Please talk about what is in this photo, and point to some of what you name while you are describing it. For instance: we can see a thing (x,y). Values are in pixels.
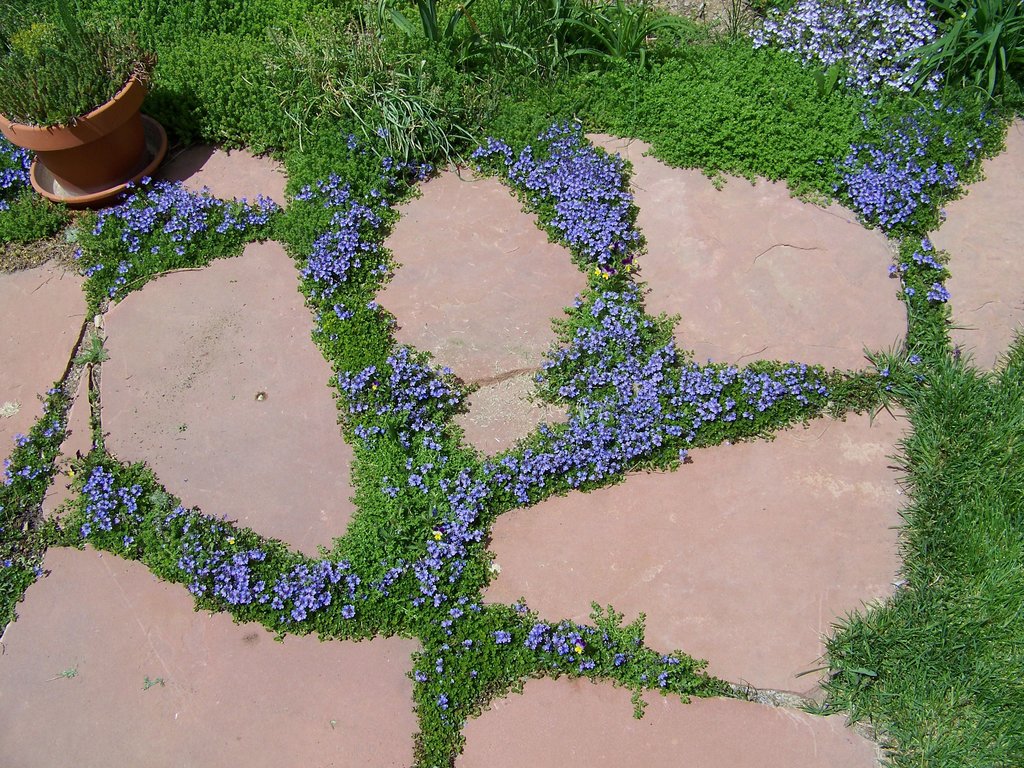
In this picture we can see the flowers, tiny plants (816,98) and green grass (980,532). On the left side of the picture (134,135) we can see a plant pot (109,98).
